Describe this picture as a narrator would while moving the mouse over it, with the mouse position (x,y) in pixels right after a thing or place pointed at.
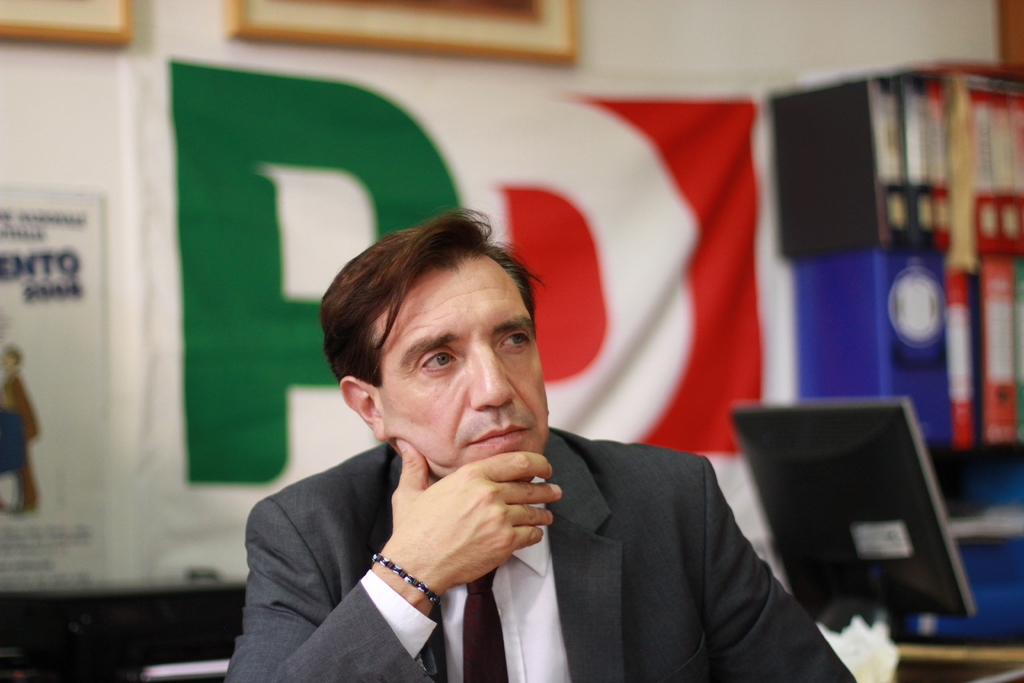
In this picture we can see a person (464,396). We can see some objects (232,423) in the background (756,427). Background (189,6) is blurry.
